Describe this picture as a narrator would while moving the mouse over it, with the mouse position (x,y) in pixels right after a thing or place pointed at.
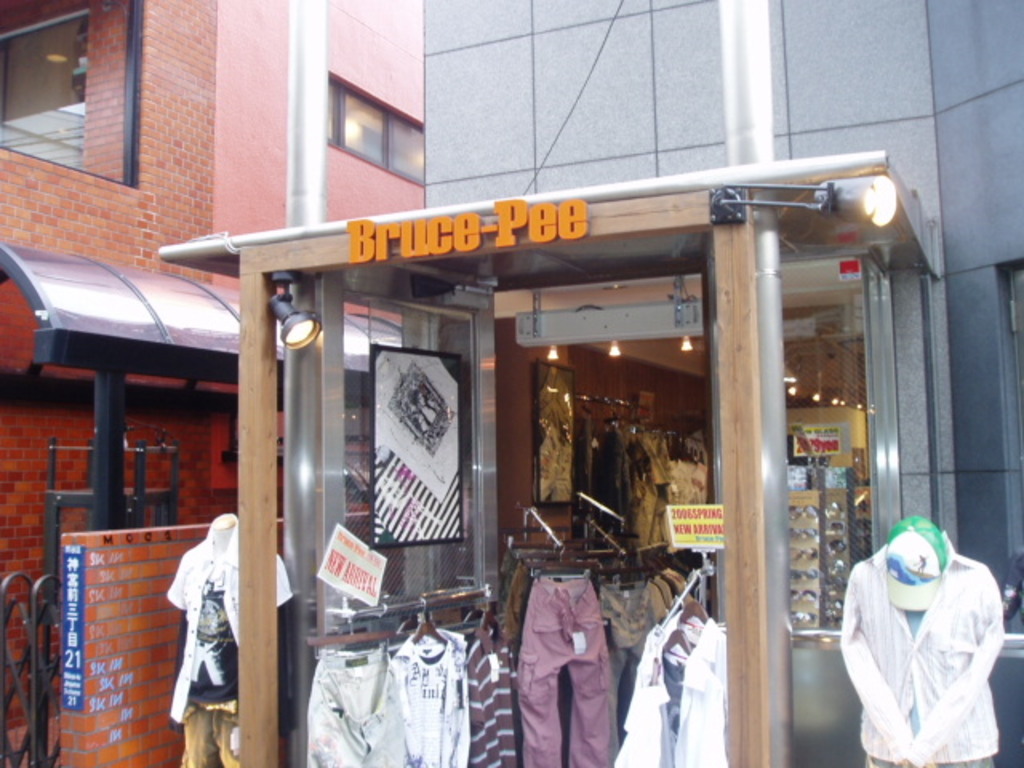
In this image in the foreground (512,262) there are buildings (742,640) visible, there is a shop (503,366), on the building (755,434) there is a name plate (406,234) attached to the entrance gate (622,254) of the building (616,289), there are some clothes (668,585) visible on the hanger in the shop (660,465), there are some spectacle (831,574), lights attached to the roof (659,346) in the shop (525,423).
